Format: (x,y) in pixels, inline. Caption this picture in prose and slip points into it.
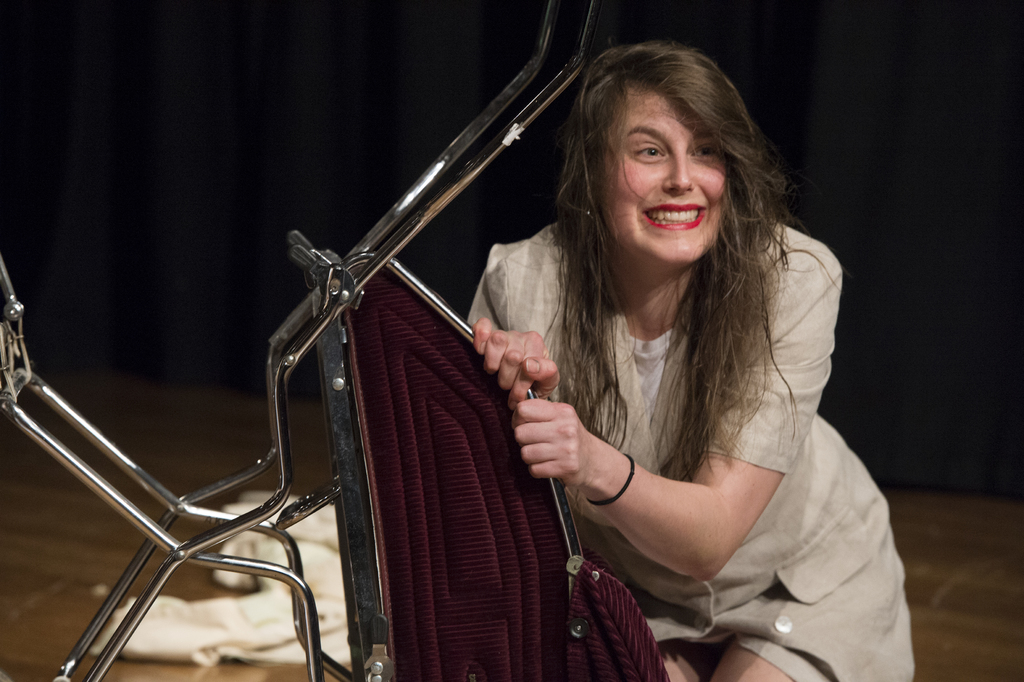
One lady (694,450) is kneeling behind a chair (421,554) and smiling. And she is holding the chair (511,512). She is wearing an ivory color dress (774,410). In the background (778,95) there is something black (269,159) and looks like a curtain (133,200).
